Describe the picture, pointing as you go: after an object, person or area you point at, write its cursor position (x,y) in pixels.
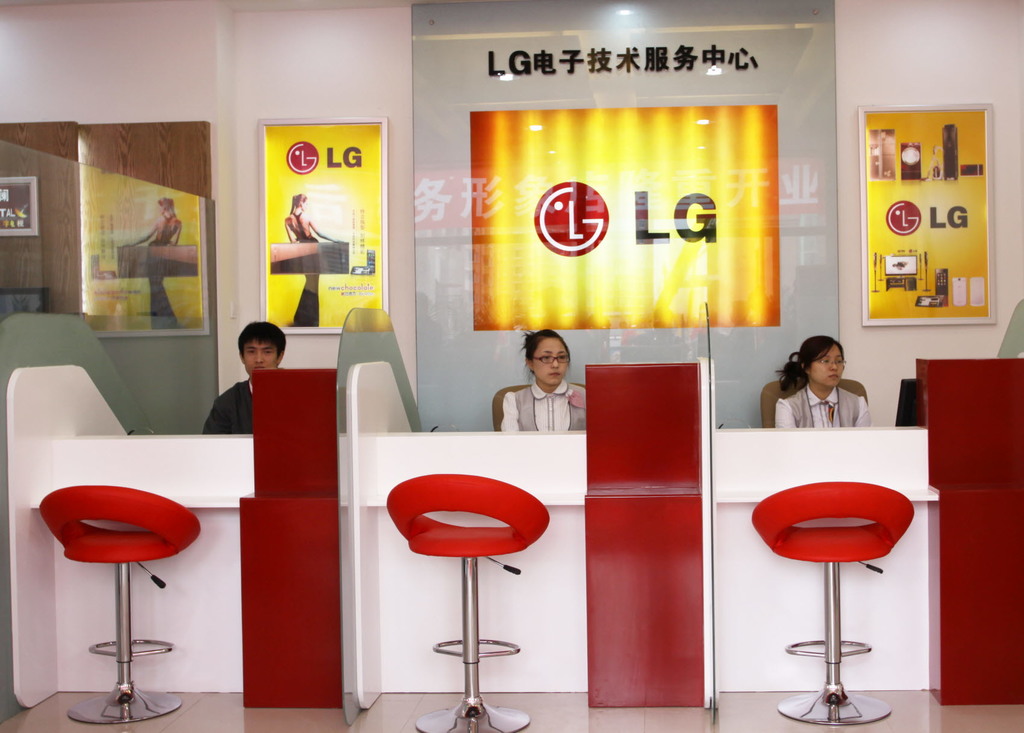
In this picture there are three people (250,344) who are sitting on the chair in different cabins (598,412). There are two women (550,386) and a man (247,380). At the back (338,185) there is a frame (342,195). There is a bulb (621,15). There are chairs (82,525).
